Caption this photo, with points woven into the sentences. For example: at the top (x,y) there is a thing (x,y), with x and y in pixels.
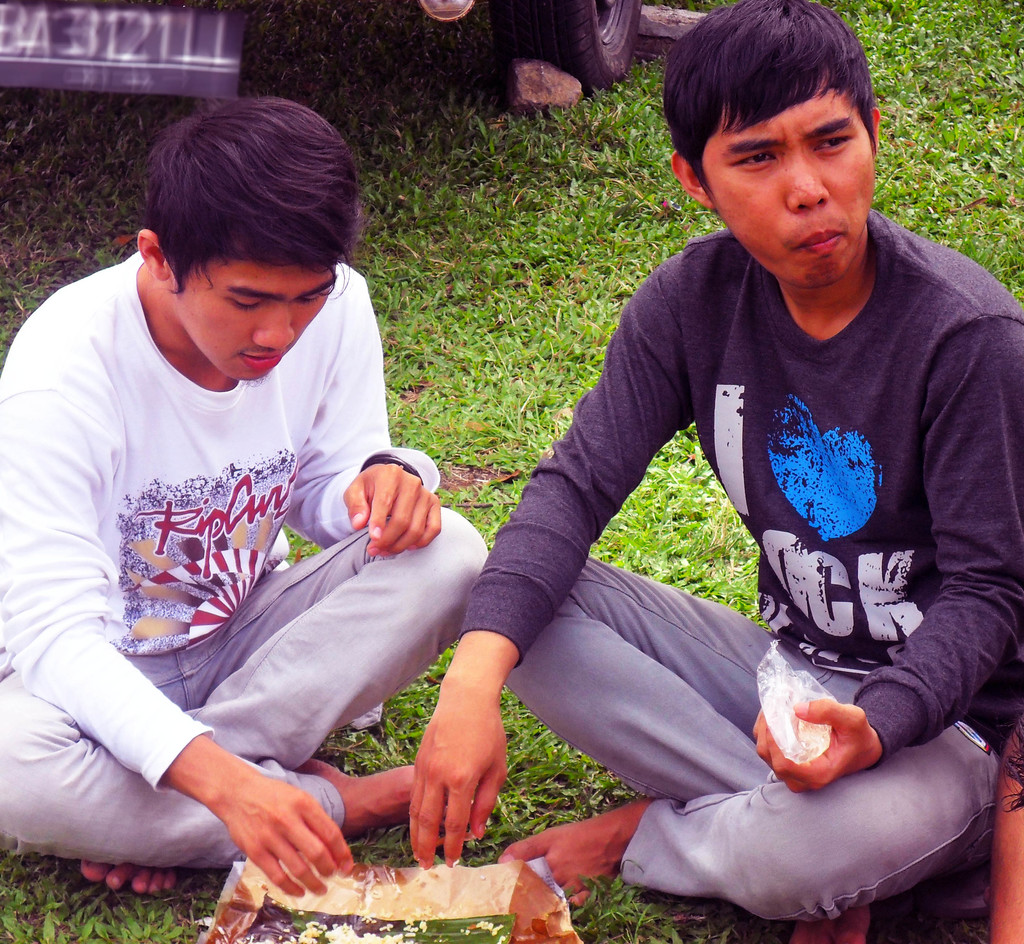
On the right side of the image (835,470) a man (772,557) is sitting and holding a packet (768,675). On the left side of the image (226,439) a man (173,479) is sitting on the ground (592,338). At the bottom of the image (463,893) paper (405,911) and food (359,943) are present. At the top of the image (585,51) a wheel (585,51), stone (542,82) and naming board (168,51) are present. In the middle of the image (526,319) grass (531,325) and ground (538,303) are present.
